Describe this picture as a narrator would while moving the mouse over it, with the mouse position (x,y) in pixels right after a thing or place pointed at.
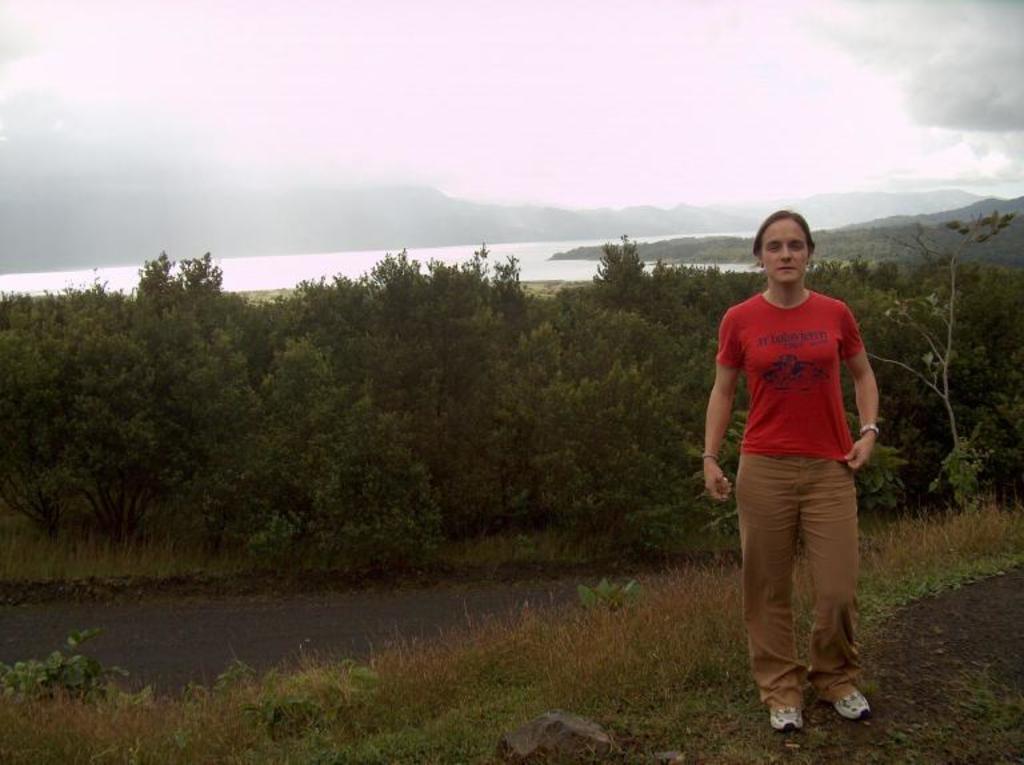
In this picture we can see a person (762,377) standing in red color t shirt (783,386). she wear shoes (800,720). This is the grass (529,703). And we can see many trees (354,308) here. This is road (149,634). And on the background (422,139) there is a sky (833,126).
